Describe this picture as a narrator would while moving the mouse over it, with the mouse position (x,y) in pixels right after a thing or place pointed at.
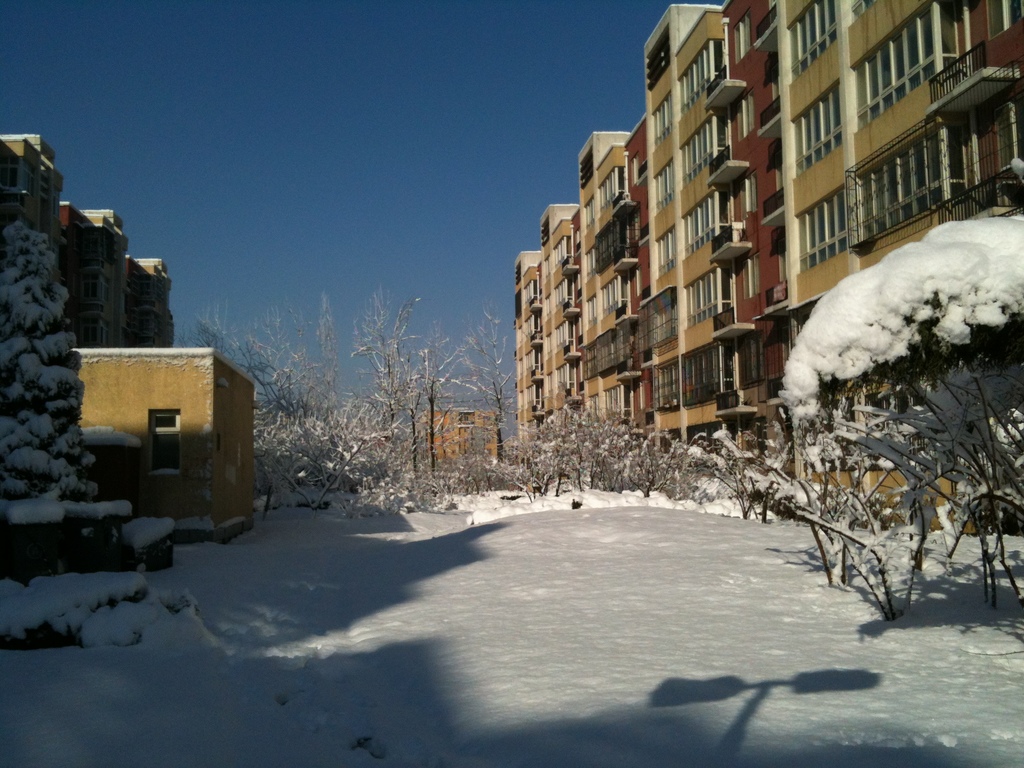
In this image I can see few buildings (646,278), windows (562,286), trees (8,425), snow (556,499) and the sky (518,167) is in blue color.
